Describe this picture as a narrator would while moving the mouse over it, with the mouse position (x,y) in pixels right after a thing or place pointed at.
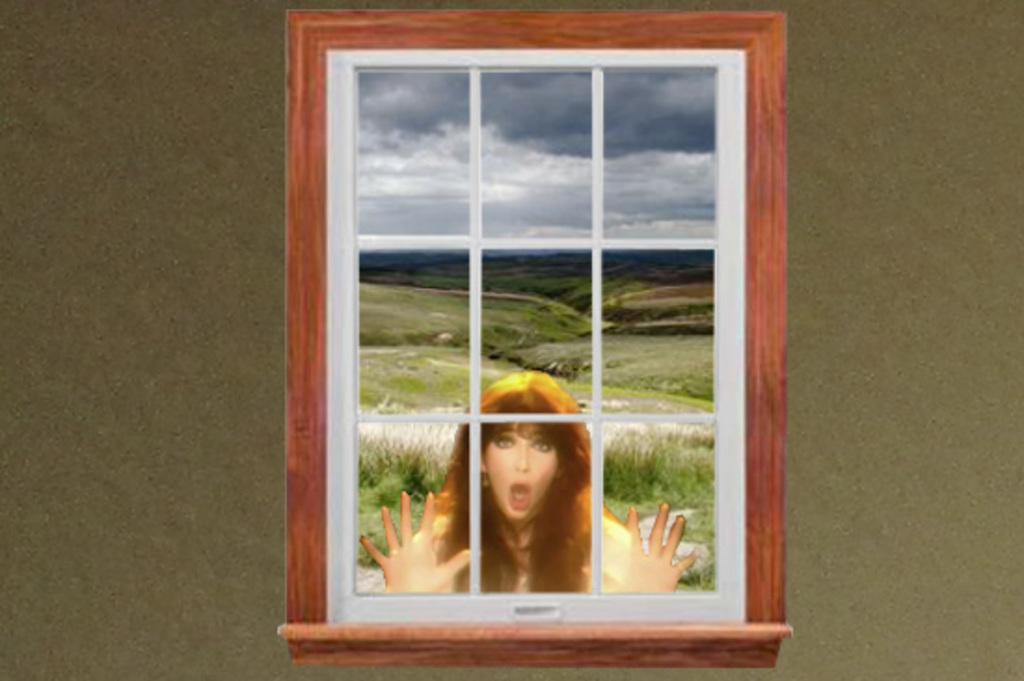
In this image we can see a frame (645,597) on the wall (207,166). In this frame (658,595) we can see picture (497,446) of a woman (486,476), grass (628,480), grille (588,421), ground (537,319), and sky (638,188) with clouds (553,171).
